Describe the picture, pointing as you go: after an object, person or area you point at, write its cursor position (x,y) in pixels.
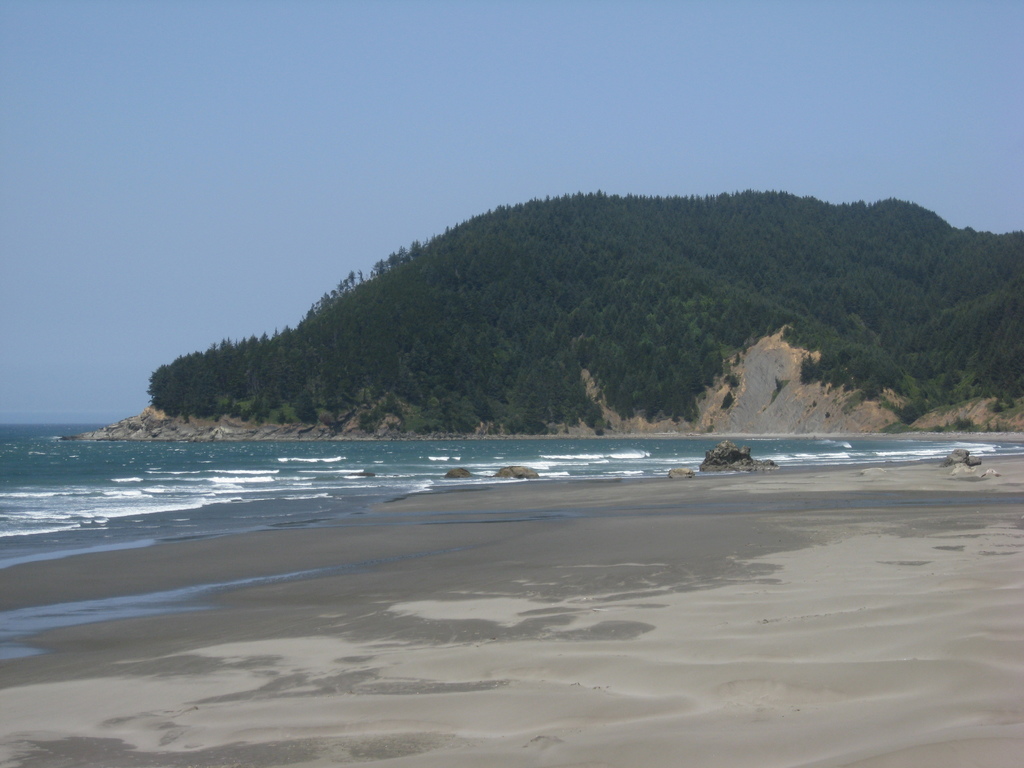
In this image we can see sandstone (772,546), water (356,444), hill (377,338) and sky (350,177).
